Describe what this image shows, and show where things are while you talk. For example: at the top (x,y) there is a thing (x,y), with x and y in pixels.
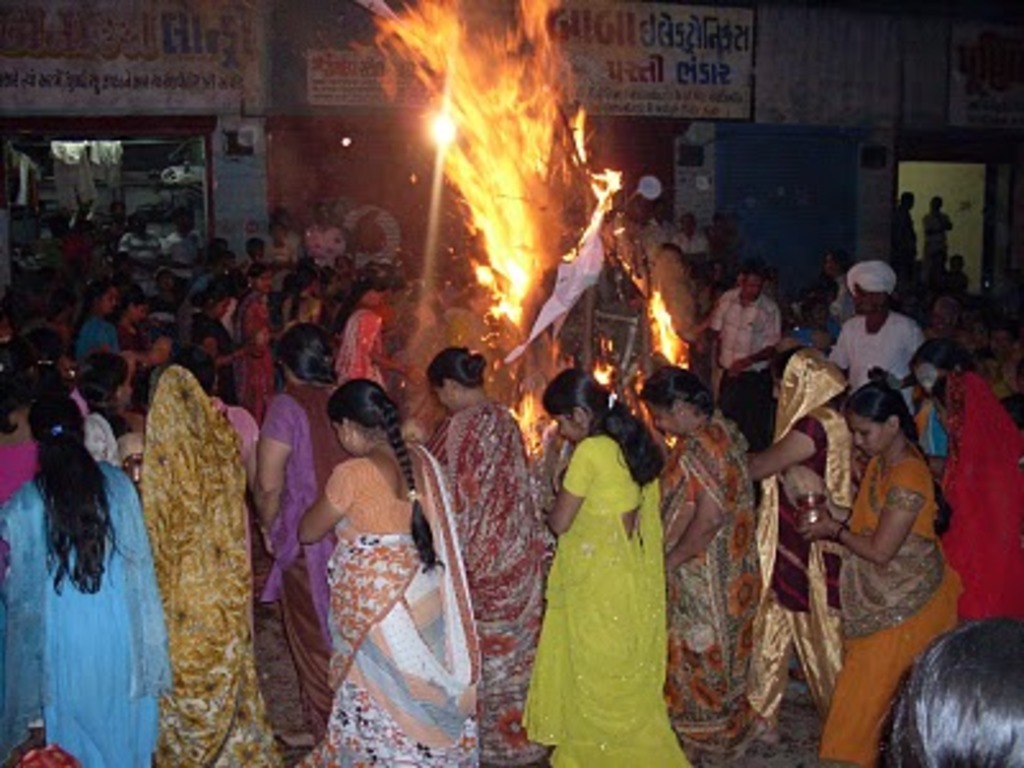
In this image we can see some shops (644,105), some text (973,63) is there on the wall (190,88). Some objects (243,137) are there on the shop walls (220,155) and some objects (97,185) are hanging inside of the shop wall (128,170). So many people (943,241) are there, some people (105,409) are holding some objects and walking around the fire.
